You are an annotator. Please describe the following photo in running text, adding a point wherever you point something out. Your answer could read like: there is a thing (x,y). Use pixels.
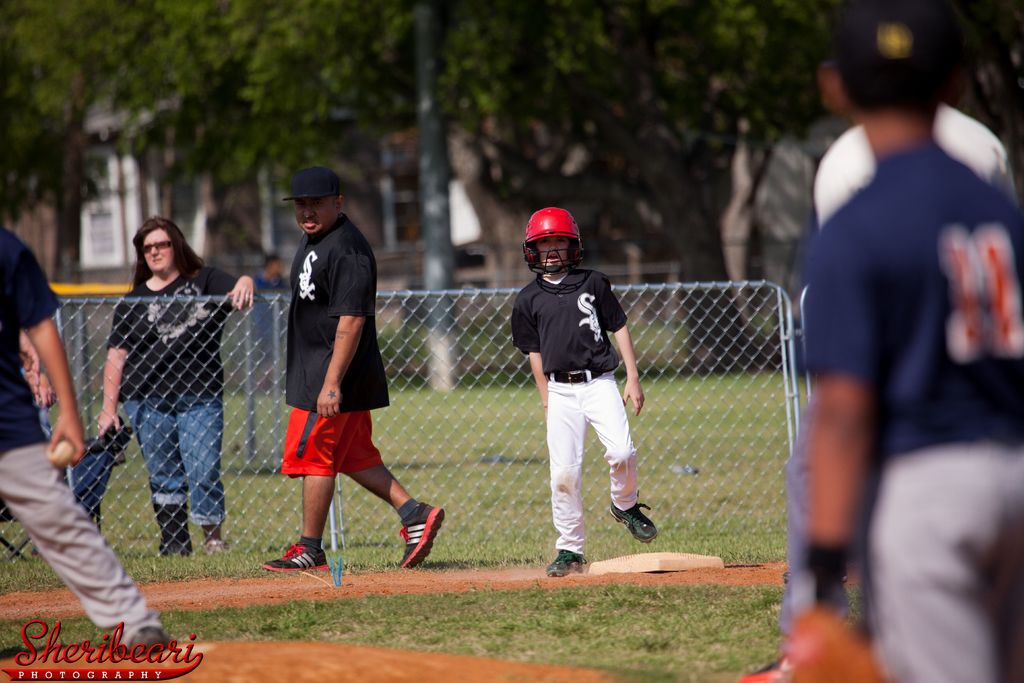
In this picture we can see a group of people (960,346) where some are standing and some are walking on the ground (524,680), fence (430,475), trees (714,119), building (409,243) with windows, pole (441,169).
